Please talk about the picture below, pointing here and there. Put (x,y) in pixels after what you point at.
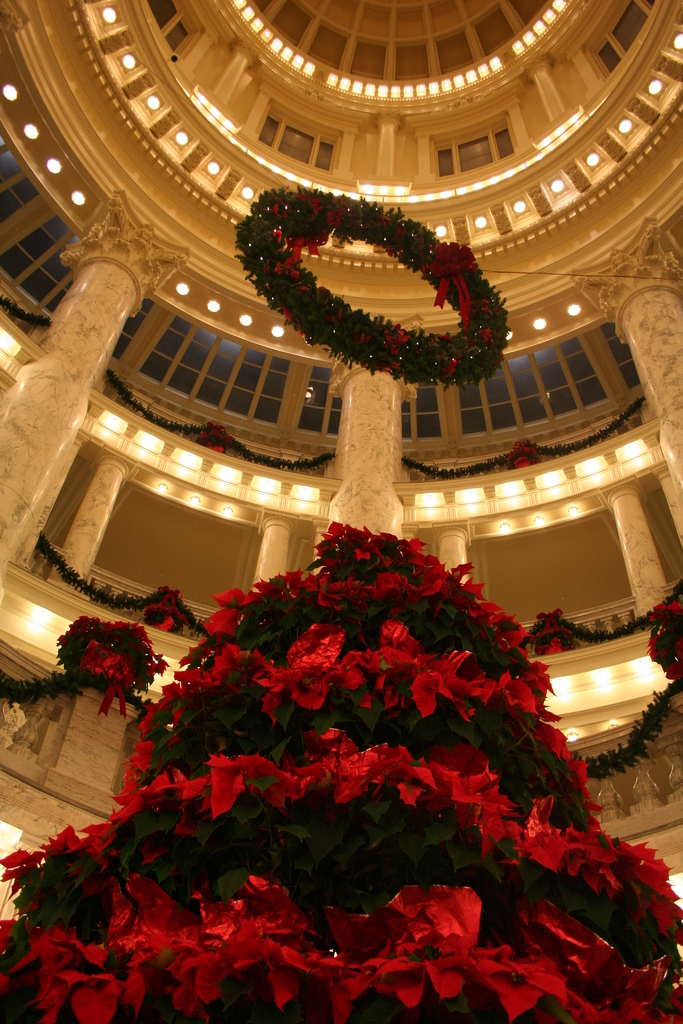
In this picture we can see flowers (493,974), leaves (376,627), wreath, pillars (48,406), lights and windows (257,367).
